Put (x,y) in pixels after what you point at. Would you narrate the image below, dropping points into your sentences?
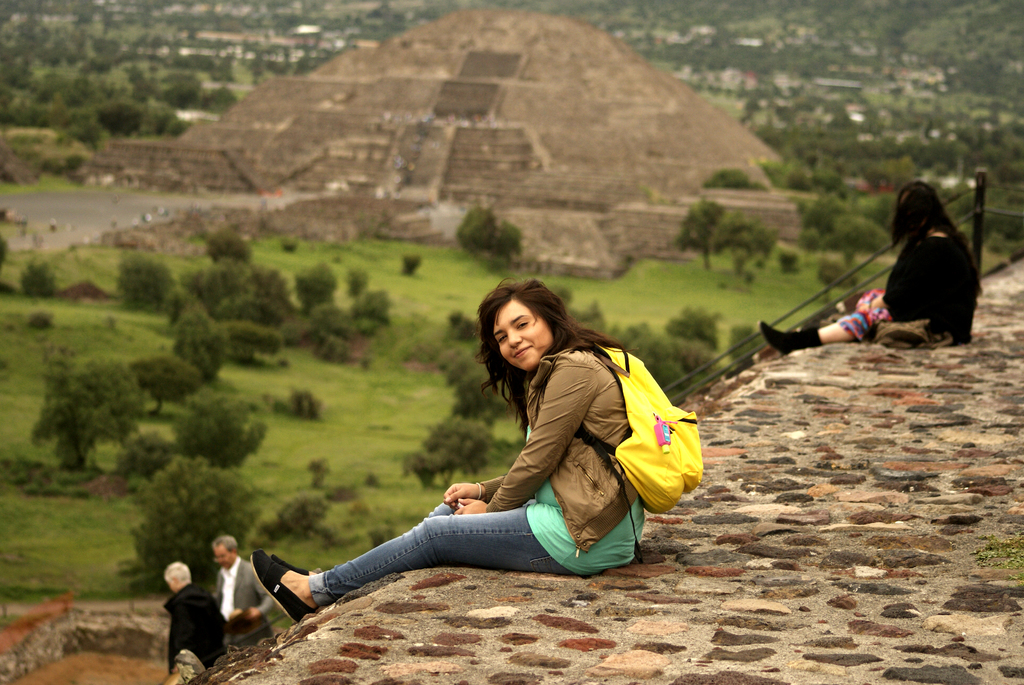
In this image we can see two women (659,433) sitting on a wall (931,572). We can also see some metal poles (978,220), two men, a group of trees (167,485), grass (303,435), an architecture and some buildings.
